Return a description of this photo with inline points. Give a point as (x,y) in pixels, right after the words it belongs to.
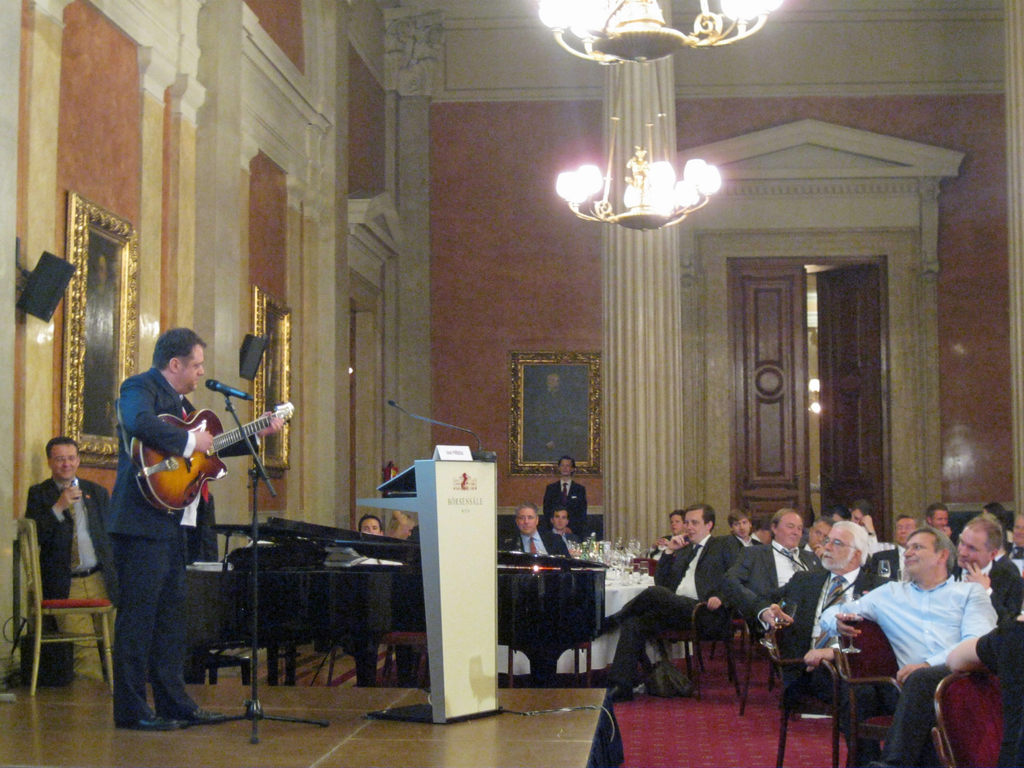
In this picture we can see a man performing with guitar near to microphone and some people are sitting on chairs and watching him, he is wearing a black blazer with white shirt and in background (584,383) we can see walls (441,312) and photo frame (591,370), to the ceiling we can see lights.
